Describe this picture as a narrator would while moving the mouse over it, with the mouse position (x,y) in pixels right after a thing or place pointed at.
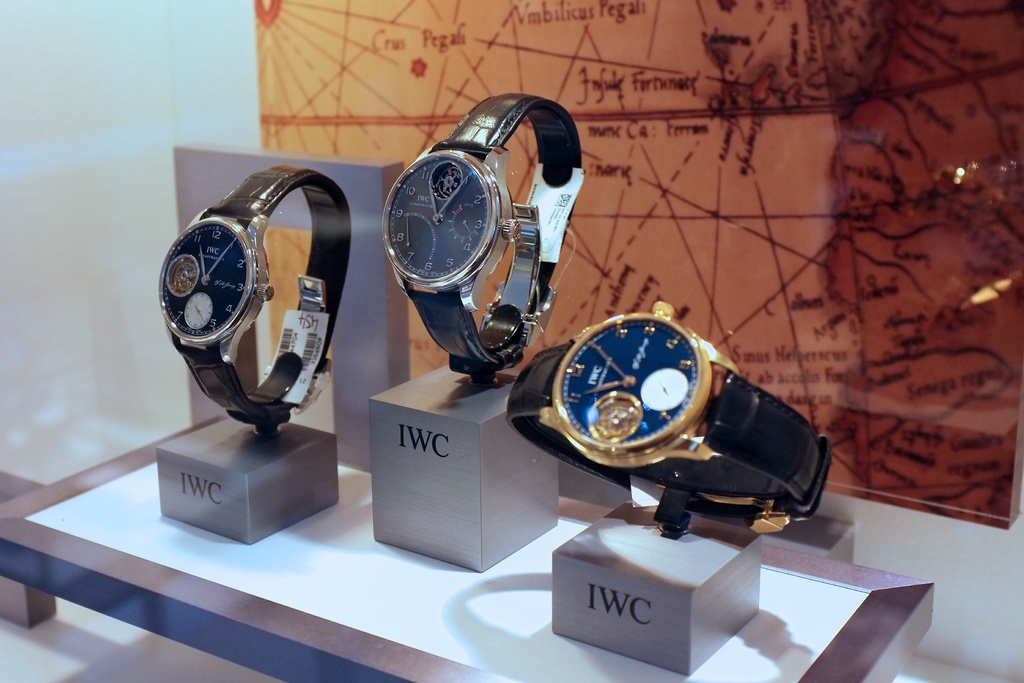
In this image I can observe watches (437,287). In the background (734,127) there is some text (812,299).
